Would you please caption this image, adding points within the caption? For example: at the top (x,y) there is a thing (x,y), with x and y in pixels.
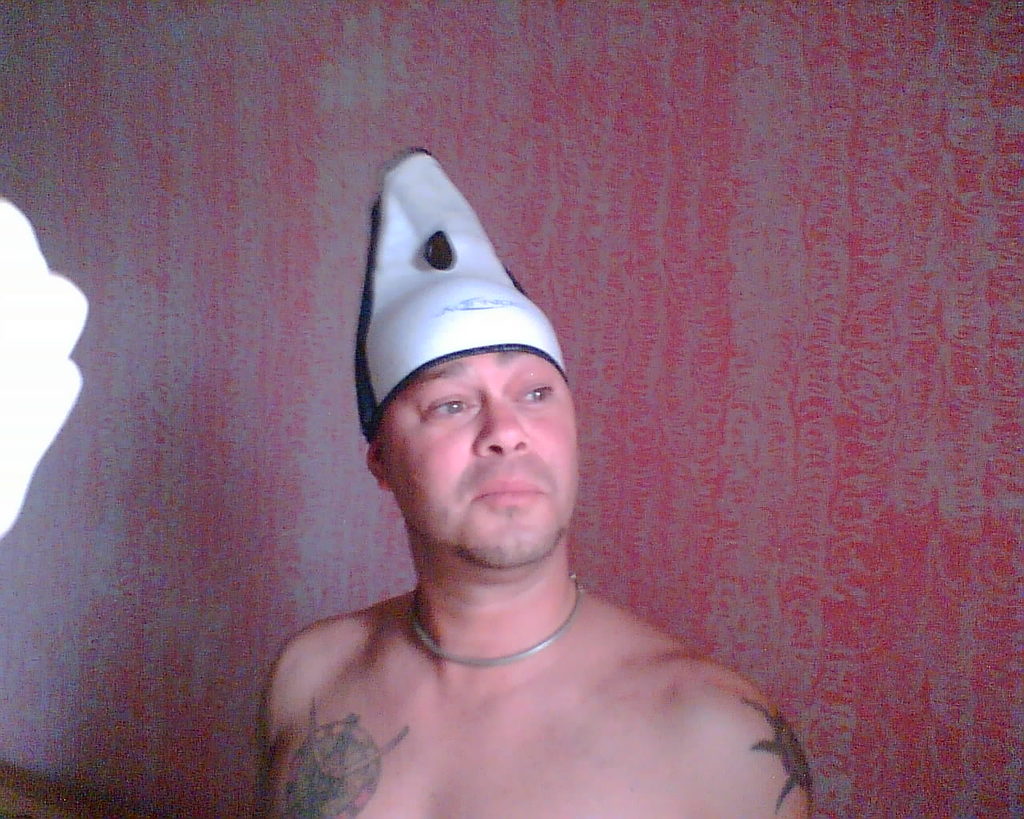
In this image I can see a man (425,684) and I can see he is wearing white colour cap (434,353). I can also see few tattoos (302,771) on his body (752,740) and in background (655,324) I can see red colour.
